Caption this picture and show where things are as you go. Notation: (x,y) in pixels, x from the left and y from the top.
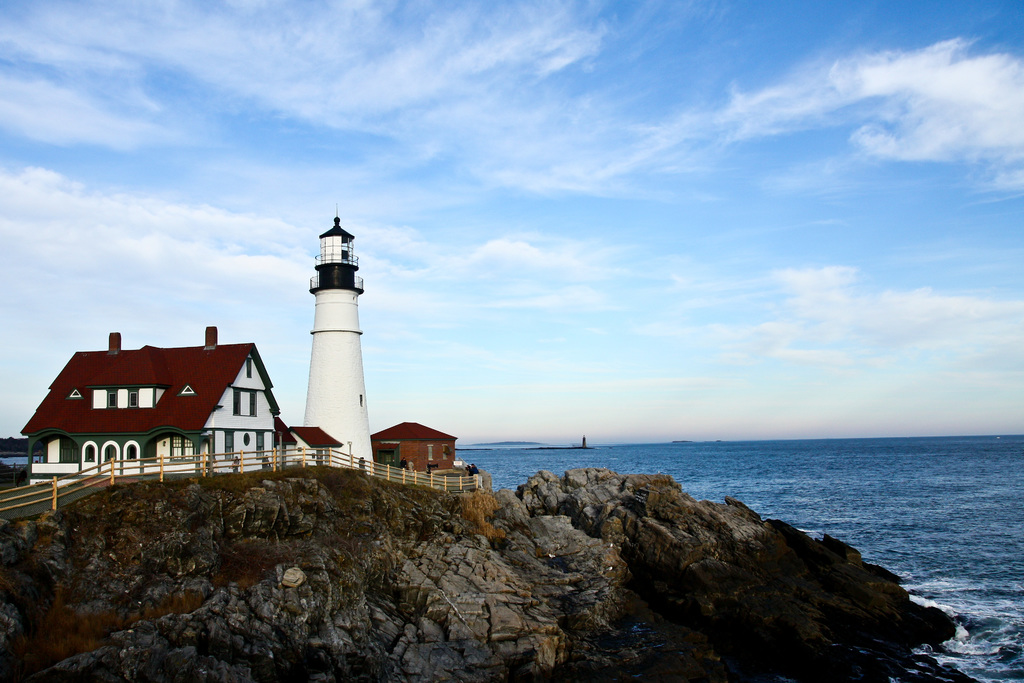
In this image, we can see some houses (282,422) and a light house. We can see some rocks (597,577) and water (802,510). We can see the fence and the sky (744,312) with clouds (857,56).
